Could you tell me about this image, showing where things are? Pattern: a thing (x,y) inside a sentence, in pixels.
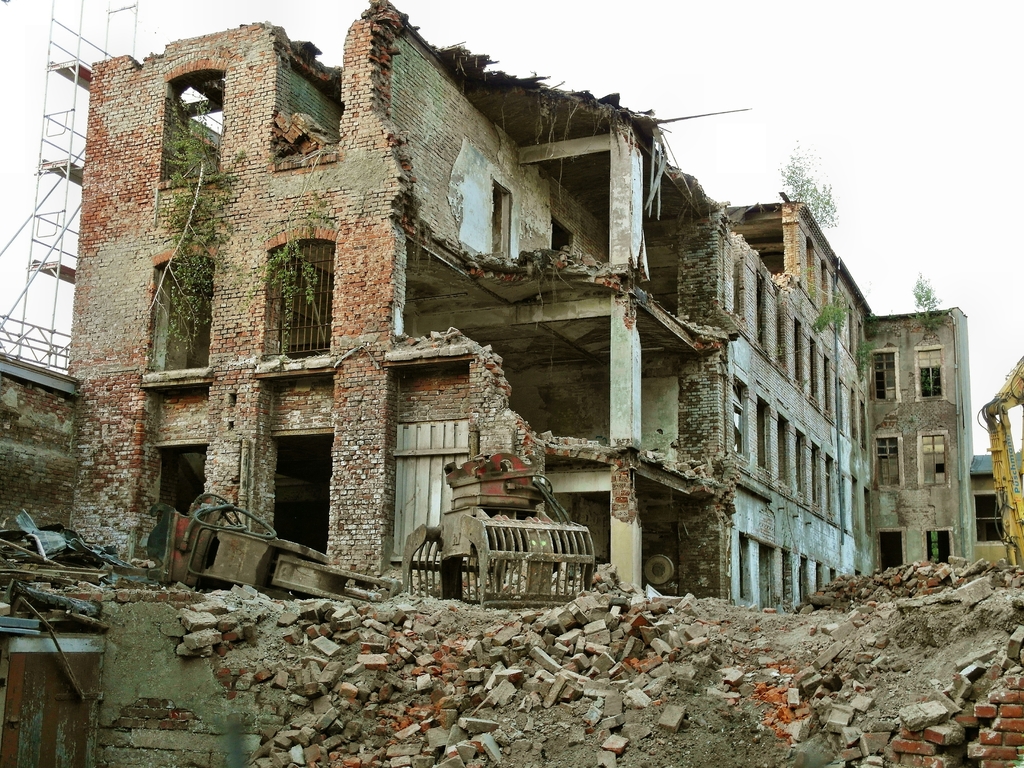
This picture consists of broken building (718,230) in the middle (558,289) and on the building (923,350) I can see some plants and there are vehicle parts (585,570) and stones (968,689) visible in the middle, at the top (854,37) there is the sky (982,357).
